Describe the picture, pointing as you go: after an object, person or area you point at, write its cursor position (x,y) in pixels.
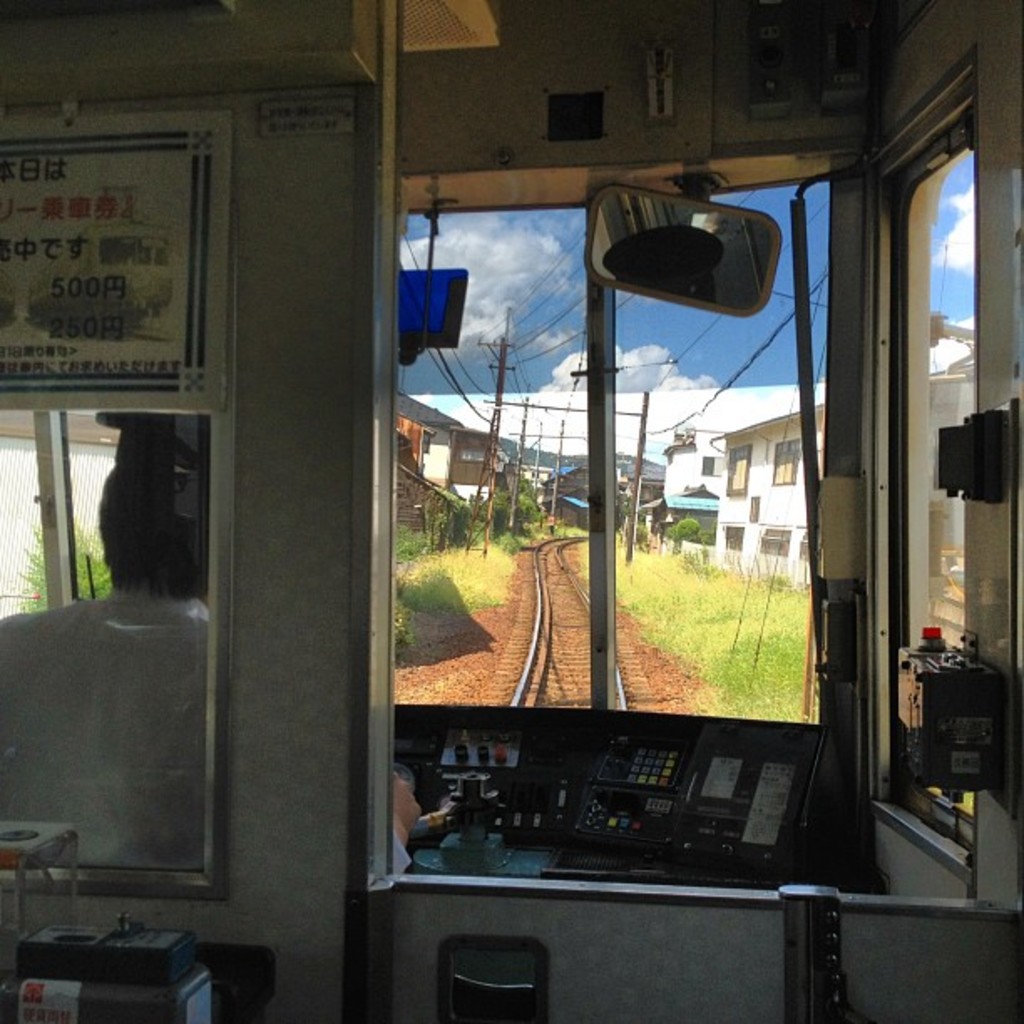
Here we can see a board (102,253), windshield (533,429), person (124,586), engine (453,809), mirror (722,308) and things (652,744). Through this windshield (633,449) we can see buildings (461,433), sky (578,429), train track (567,568), plants (527,499) and poles (499,373).
